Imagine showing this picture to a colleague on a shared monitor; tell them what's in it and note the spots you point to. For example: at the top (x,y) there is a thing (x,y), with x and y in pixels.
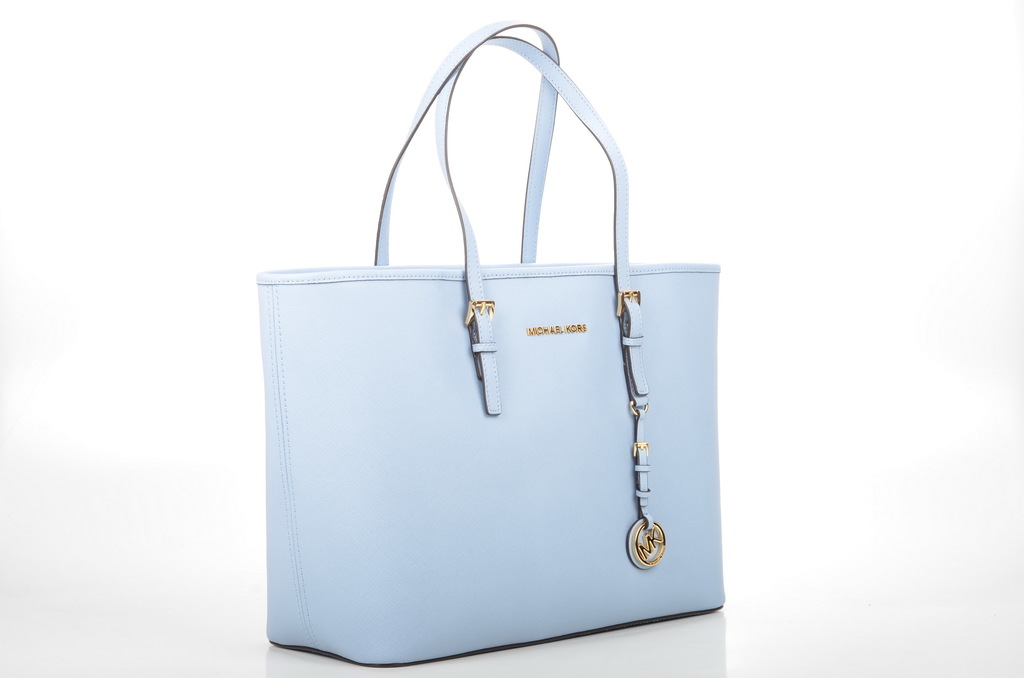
In this image there is a bag (456,482) in blue color with some text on it.
